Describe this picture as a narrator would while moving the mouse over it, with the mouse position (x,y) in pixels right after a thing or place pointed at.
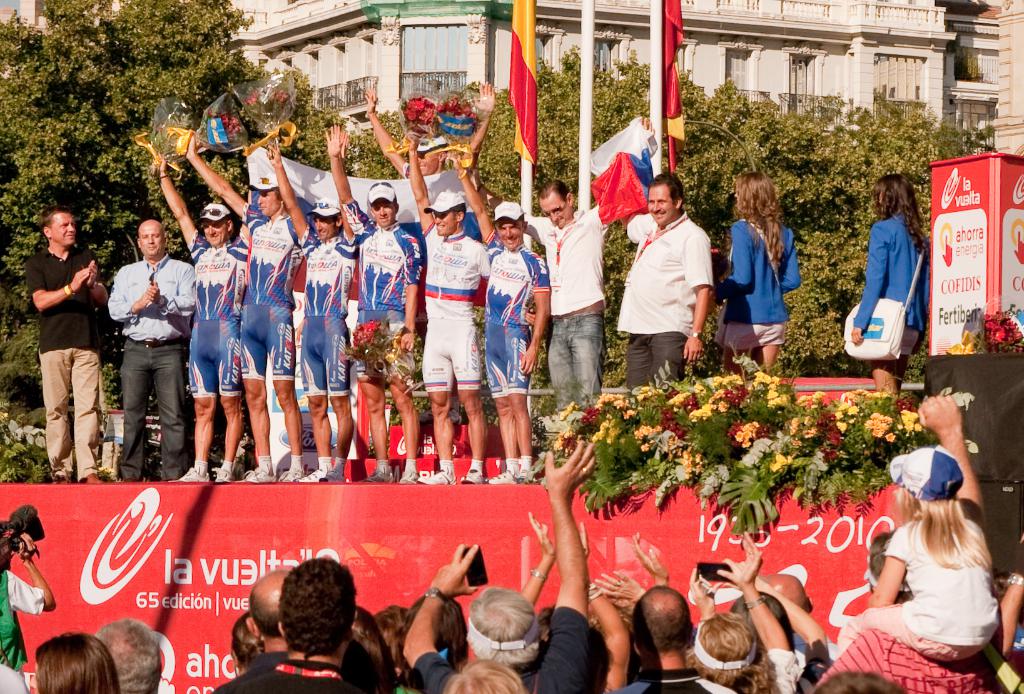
In this image there are buildings (806,56) truncated towards the top of the image (320,48), there are trees (570,138), there are trees (51,172) truncated towards the left of the image (1,241), there are poles (588,23) truncated towards the top of the image (592,74), there are flags (667,78) truncated towards the top of the image (525,77), there are group of persons (129,310) standing on the stage (423,522), there are persons (412,156) holding an object (174,144), there are group of persons (497,636) truncated towards the bottom of the image (237,657), there are persons (14,606) truncated towards the left of the image (20,583), there are persons (1020,653) truncated towards the right of the image (920,535), there are plants (807,417), there are flowers (698,411), there is an object (963,420) truncated towards the right of the image (994,393), there is a board (995,291) truncated towards the right of the image (971,263), there is text (957,282) on the board (971,263), there is a building (1014,63) truncated towards the right of the image (1017,85).
